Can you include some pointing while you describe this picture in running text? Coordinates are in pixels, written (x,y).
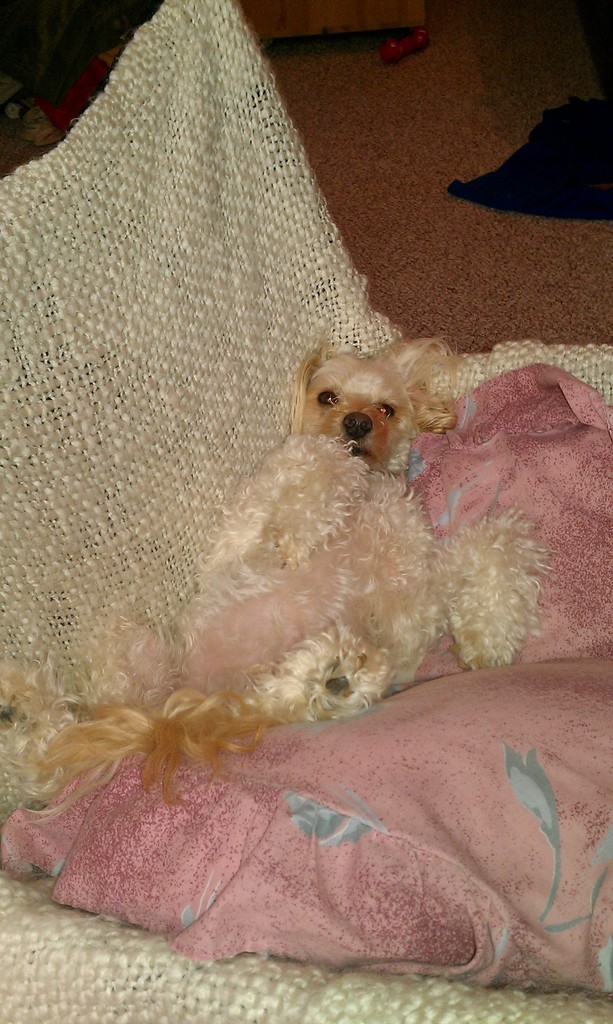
In this picture I can see a dog (313,507) in front (281,664) and I see that it is lying on a couch (45,927) and in the background (294,71) I see the floor (281,43) on which there is a black color thing (514,205) on the top right (530,153).
